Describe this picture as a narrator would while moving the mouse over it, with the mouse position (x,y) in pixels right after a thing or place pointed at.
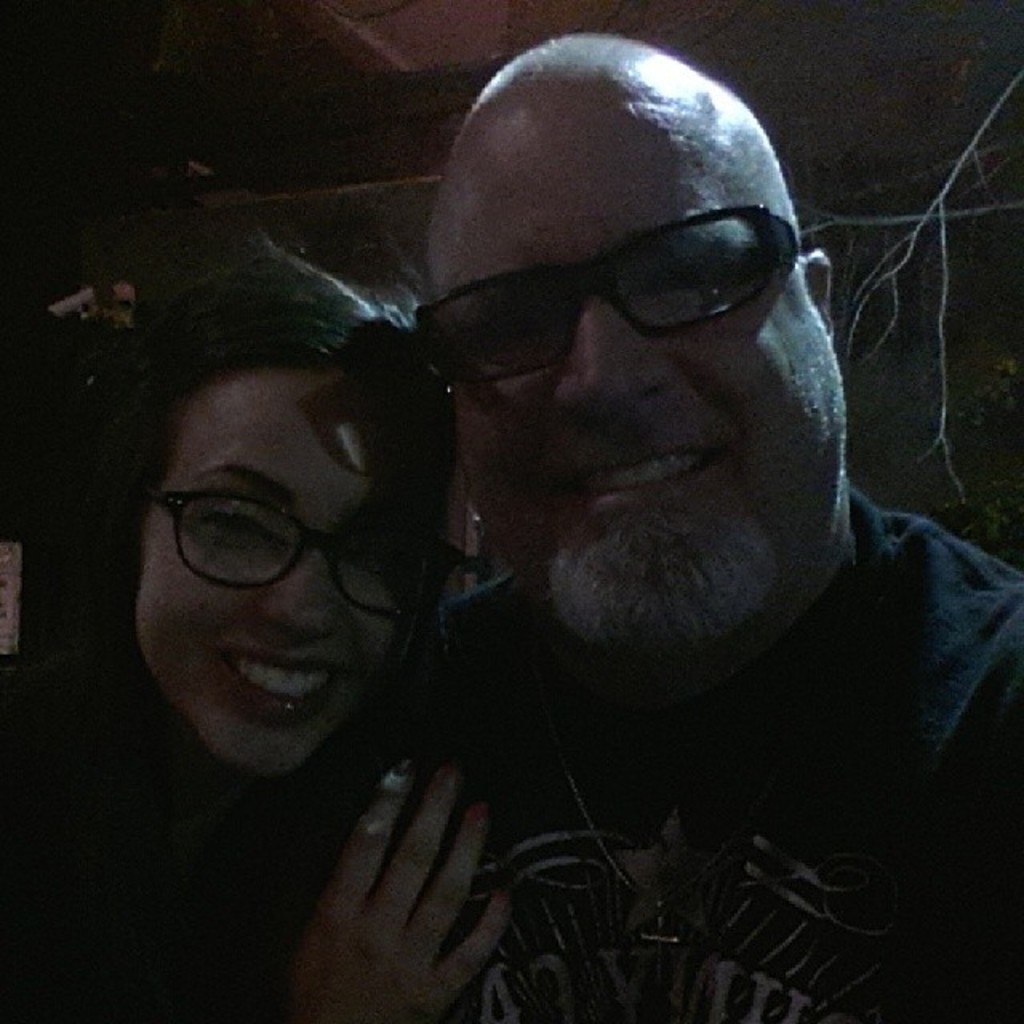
This is an image clicked in the dark. Here I can see a man (627,502) and a woman (281,740) are smiling and giving pose for the picture.
